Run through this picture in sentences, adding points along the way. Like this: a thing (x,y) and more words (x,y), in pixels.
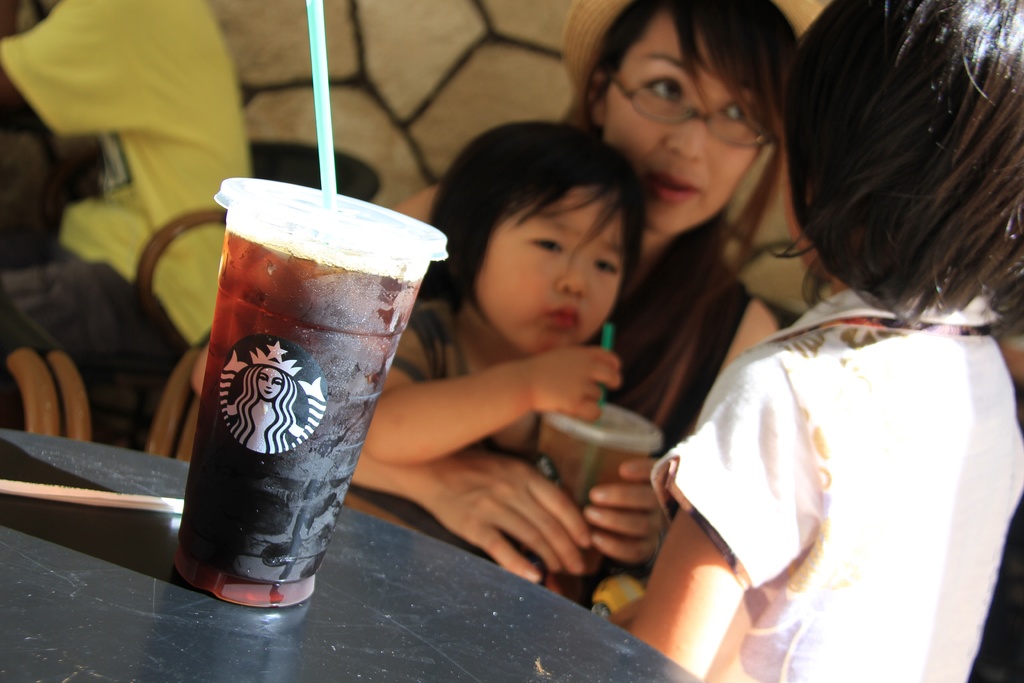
In this image there is a glass (312,367) with a straw (323,155) and a drink (339,342). On the glass (265,364) there is an image (256,396). On the right side (775,434) there is a child (857,523). Near to the child (779,480) there is a lady (689,309) wearing specs (658,107) is sitting. On her lap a child (471,391) is sitting. And the lady (542,479) is holding a glass (583,462) and child (572,386) is holding the straw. In the back (421,56) there is a wall (366,58). Also there is a person (117,188) sitting on chair (192,225).
